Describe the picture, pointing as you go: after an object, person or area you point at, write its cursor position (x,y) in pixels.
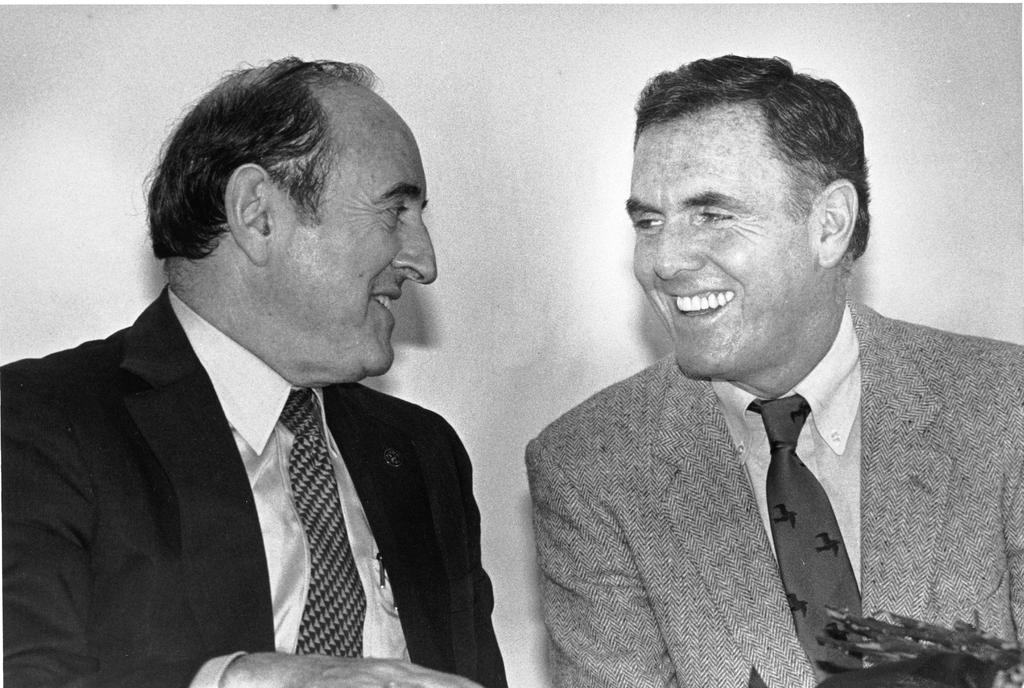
This is a black and white picture of two men (747,244) in suits (676,603) talking with each other, behind them there is wall (58,142).
